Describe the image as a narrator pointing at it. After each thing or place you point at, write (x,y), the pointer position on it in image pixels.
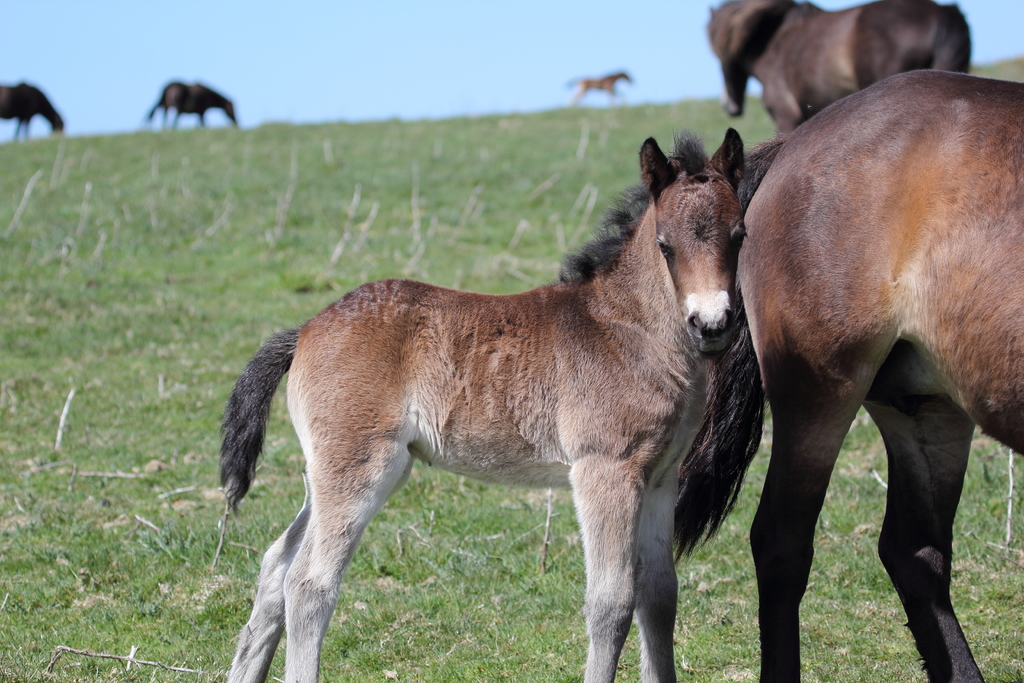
In this image the horses (711,255) in a field (56,174), in the background three horses (213,107) are grazing in the field (240,132).
